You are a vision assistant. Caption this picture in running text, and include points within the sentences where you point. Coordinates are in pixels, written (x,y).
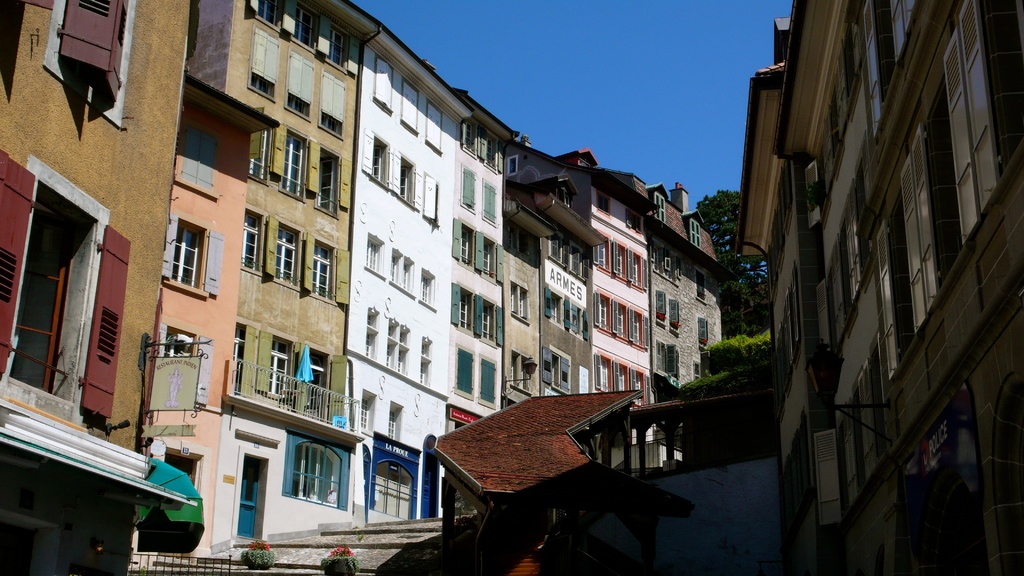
In this image we can see many buildings (694,325) with windows (382,269), railing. On the building (473,398) there are names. At the bottom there are pots (353,563) with plants (259,549). In the back (737,237) there are trees (731,264). In the background (564,96) there is sky (503,55).
